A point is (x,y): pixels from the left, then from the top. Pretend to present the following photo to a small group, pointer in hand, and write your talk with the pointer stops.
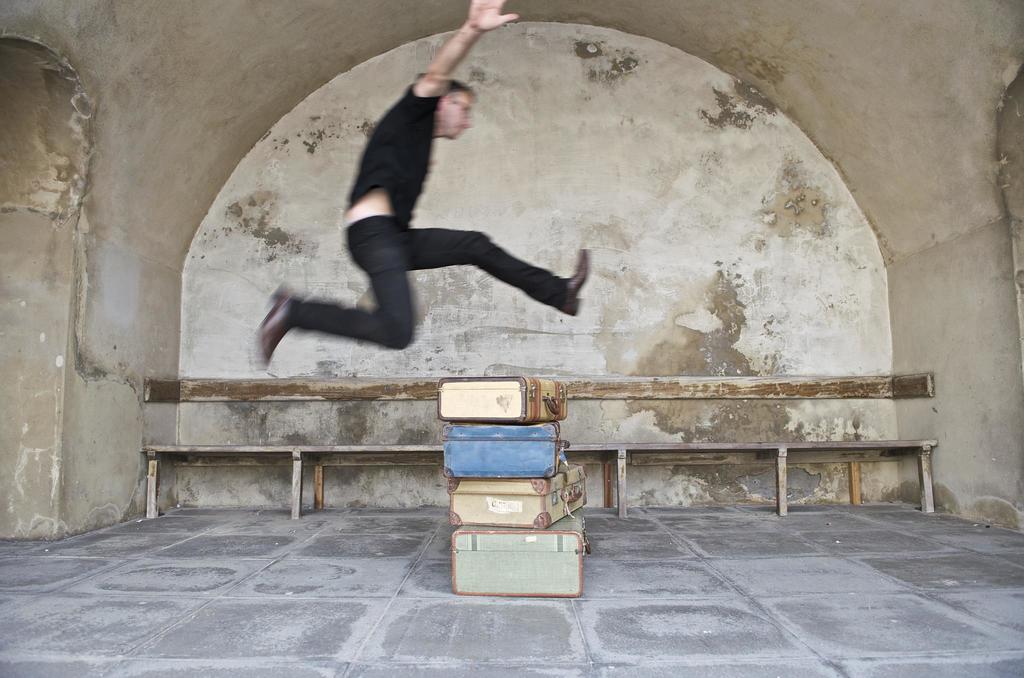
In the center of the image (388,316) there is a man (322,310) who is wearing a black shirt (377,180) is jumping over the briefcases (470,441). In the background (464,357) there is a wall (232,137).
